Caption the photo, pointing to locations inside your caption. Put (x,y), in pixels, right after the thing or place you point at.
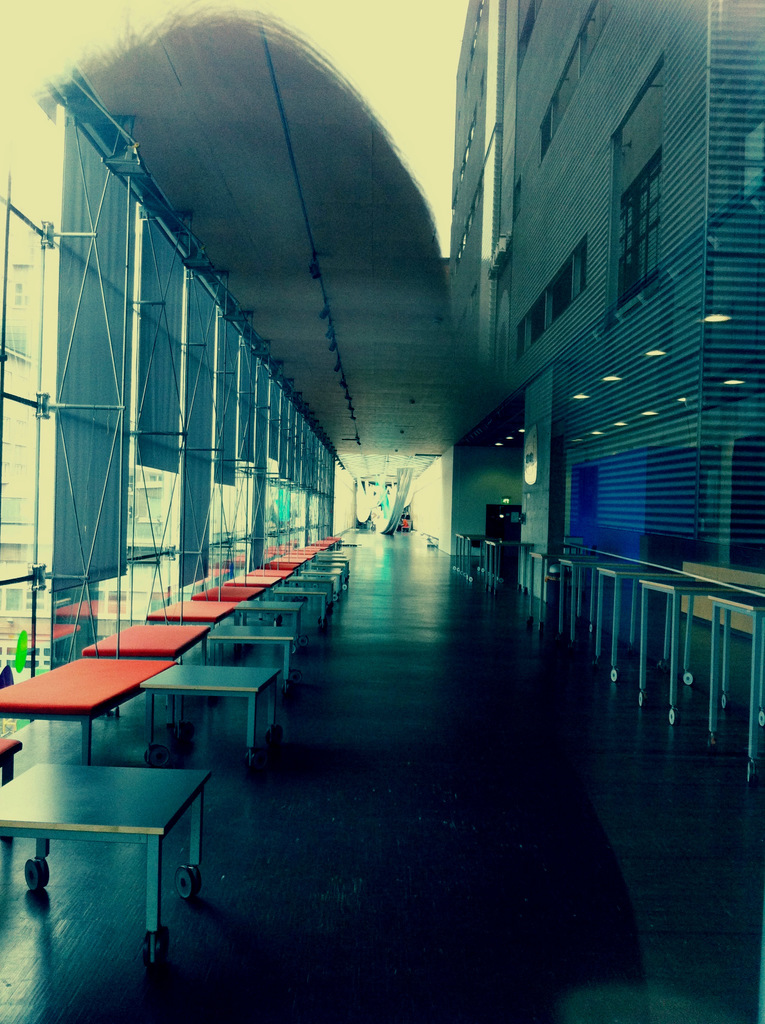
In this image we can see stools (40,843) with wheels (329,604). On the right side (519,587) there are tables (673,680) with wheels (683,677). There are glass walls (220,456). On the right side (522,509) there is a building (502,218) with windows (561,91).
